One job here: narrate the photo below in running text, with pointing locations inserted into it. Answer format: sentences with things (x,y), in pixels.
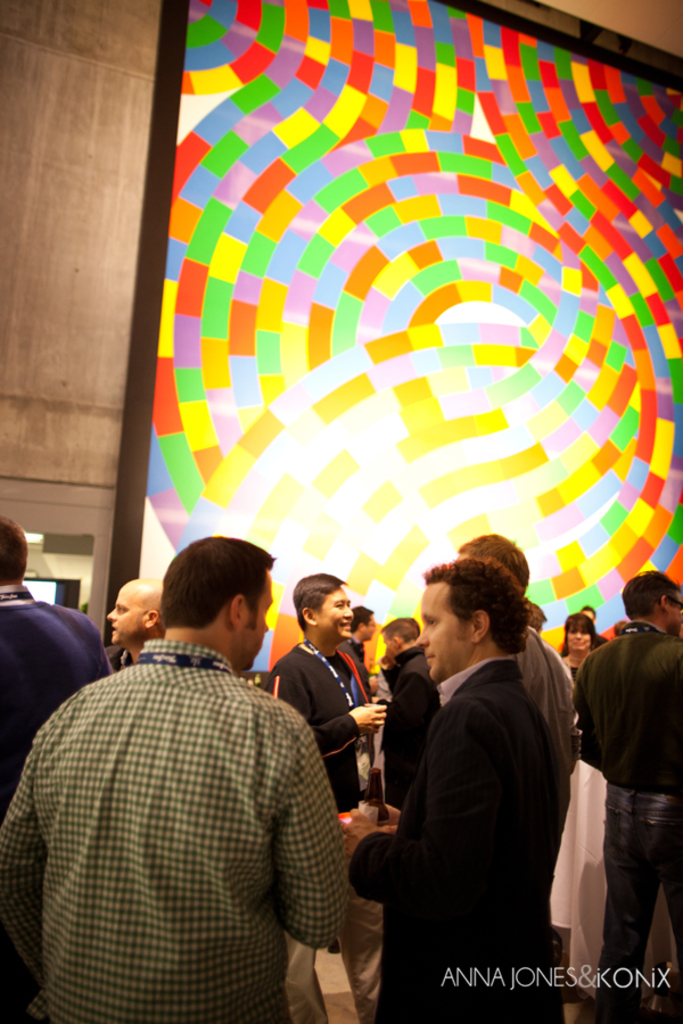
In this image we can see a group of people (610,912) standing and behind them there is a colorful poster (361,479) on the wall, on the bottom right corner of the image (471,973) there is some text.
